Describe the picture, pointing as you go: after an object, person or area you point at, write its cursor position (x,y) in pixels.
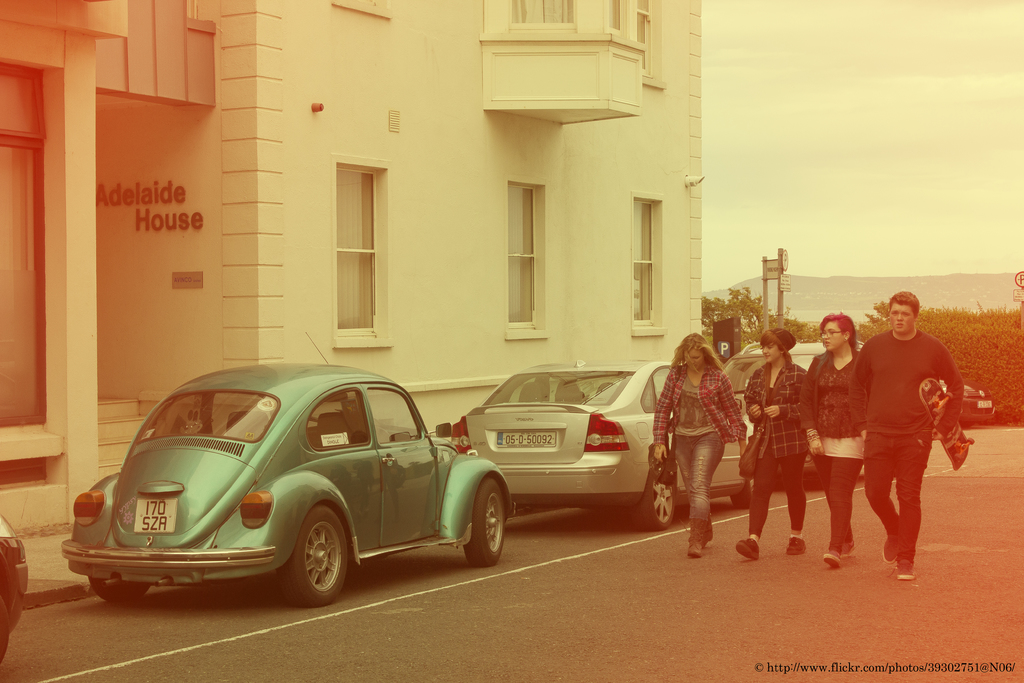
In this image I see 3 women (794,387) and a man (902,434) and I see that this man (911,378) is holding a skateboard (944,411) in his hand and I see the road (964,465) on which there is a white line (259,633) and I see few cars (466,488) and I see the watermark (819,665) over here. In the background (35,443) I see a building (649,237) and I see 2 words (187,217) written over here on this wall (154,291) and I see the steps (111,403) over here and I see number of trees (971,338), a sign board (1016,298) and the clear sky (899,142).
